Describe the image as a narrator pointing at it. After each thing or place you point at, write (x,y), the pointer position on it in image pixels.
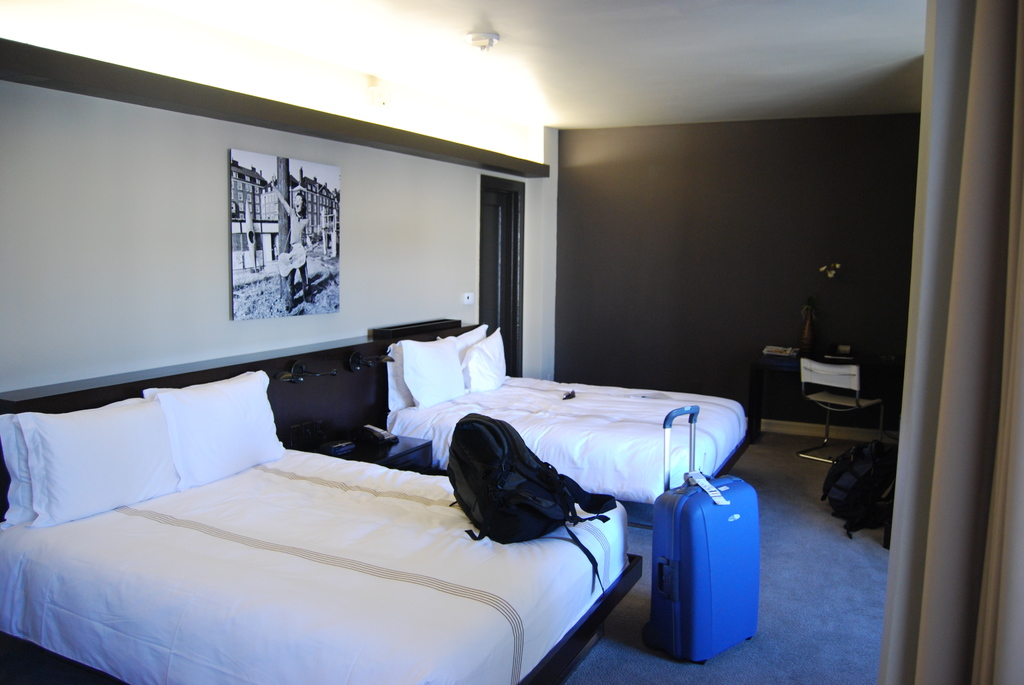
A picture of a room (114,412). There are 2 beds (246,498) with pillows (411,373). This is door (496,279). Light (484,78) with roof top (483,68). Picture (317,234) is attached with wall (400,231). On this bed (431,508) there is a bag (515,507). In-front of this bed (565,555) there is a luggage (719,559). This is chair (838,375), table (773,363). Wall (754,234) is in black color.
